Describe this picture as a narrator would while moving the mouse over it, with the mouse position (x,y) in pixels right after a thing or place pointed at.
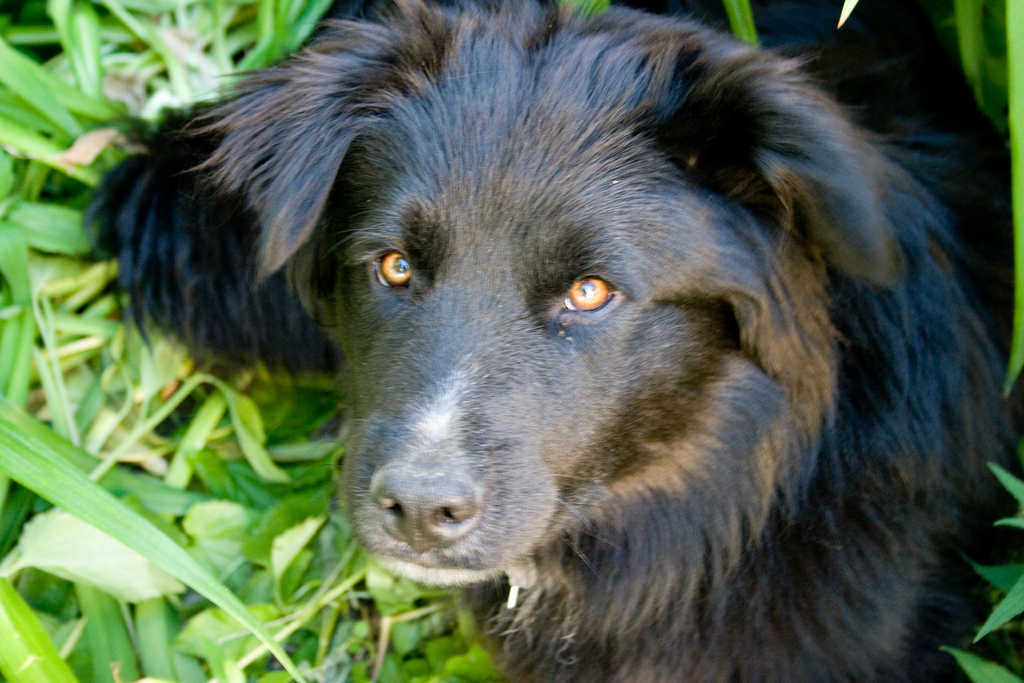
In this image I see a black dog (622,335) and I see the green leaves (37,108).
